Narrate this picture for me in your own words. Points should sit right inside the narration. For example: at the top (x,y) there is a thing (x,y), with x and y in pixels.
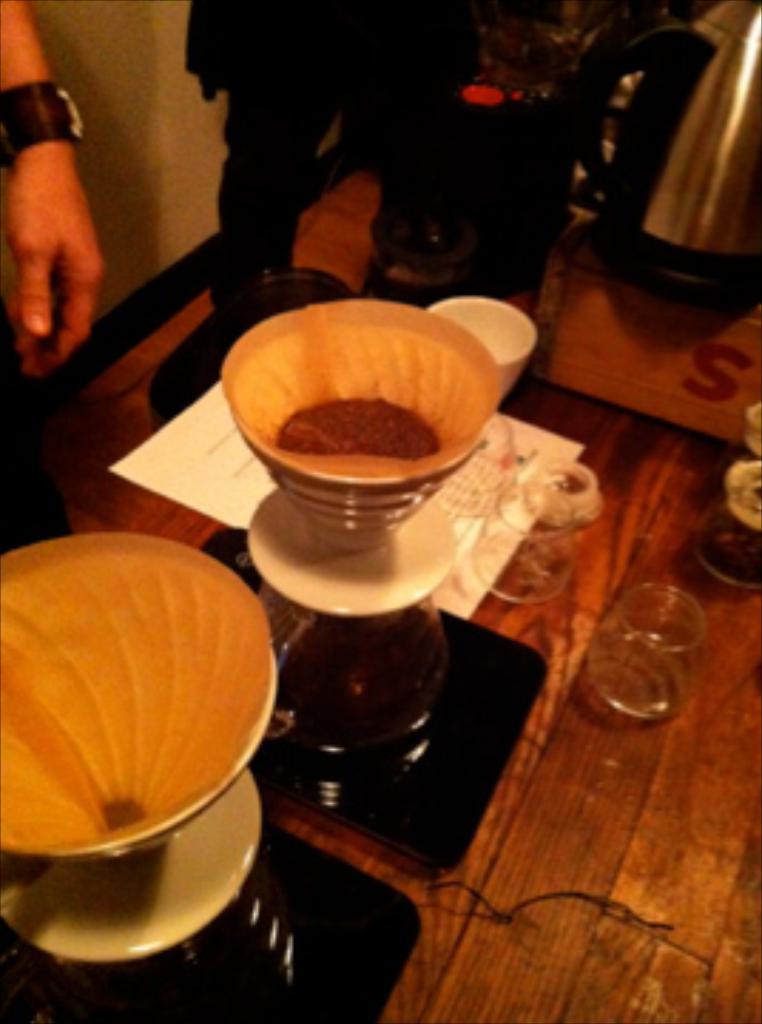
In this image there is a table (441,997) and we can see flasks (283,1000), funnel (403,455), glasses (611,690), paper (450,604) and some objects (759,456) placed on the table (607,437). In the background (249,236) there are people (215,65) and a wall (145,156).
